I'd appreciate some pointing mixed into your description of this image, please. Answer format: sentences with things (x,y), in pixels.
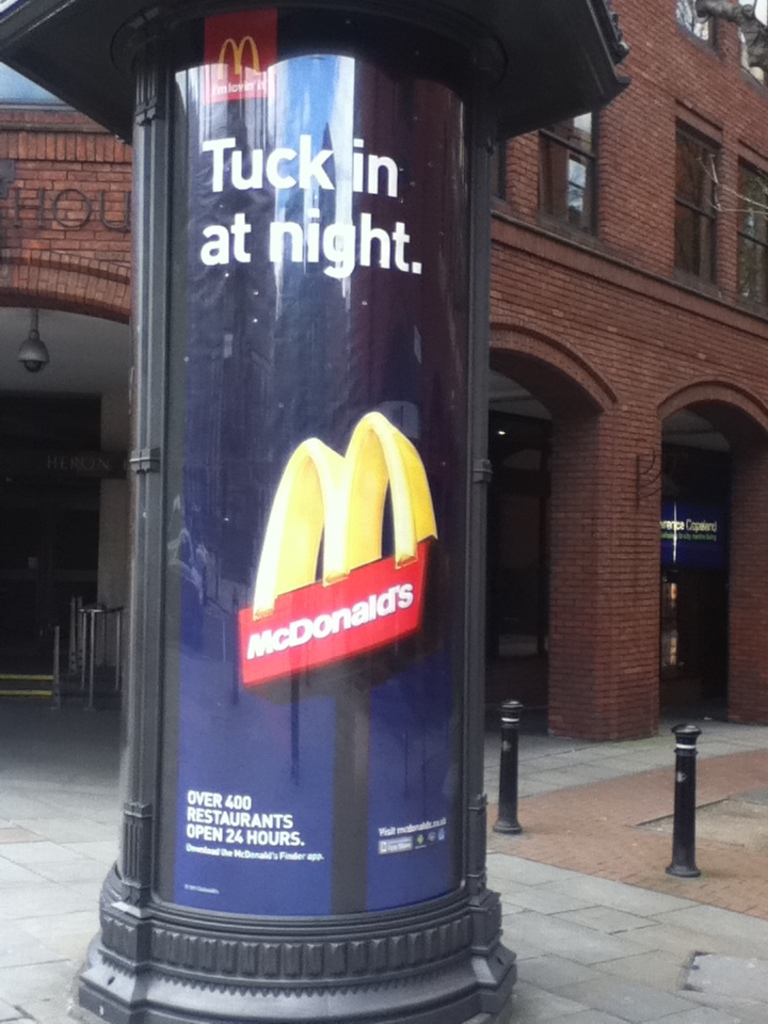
In this image in front (485,52) there is an advertising column (438,790). There are metal rods (694,816). In the background of the image (584,208) there is a building (667,292).
